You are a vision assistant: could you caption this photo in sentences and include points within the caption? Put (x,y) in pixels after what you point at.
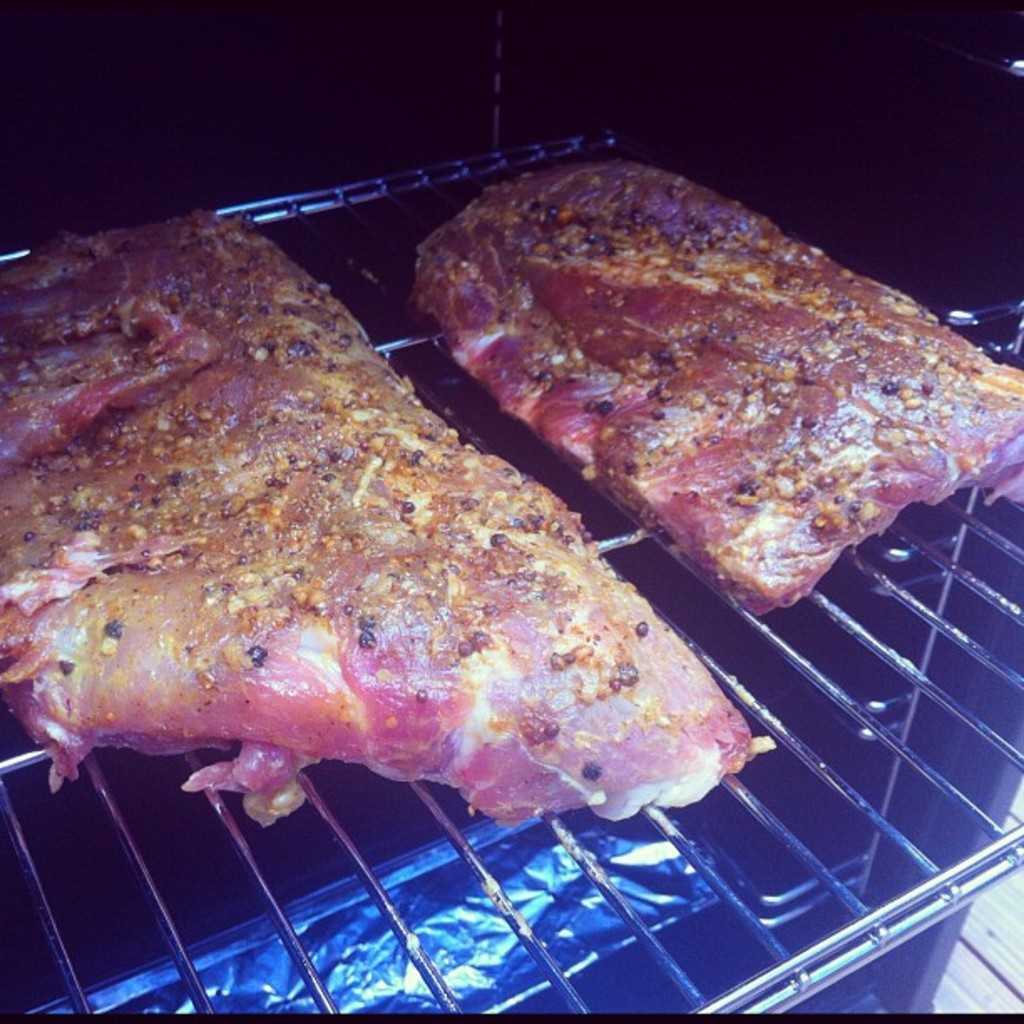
In this image we can see the meat (549,590) on the grill (650,806).
